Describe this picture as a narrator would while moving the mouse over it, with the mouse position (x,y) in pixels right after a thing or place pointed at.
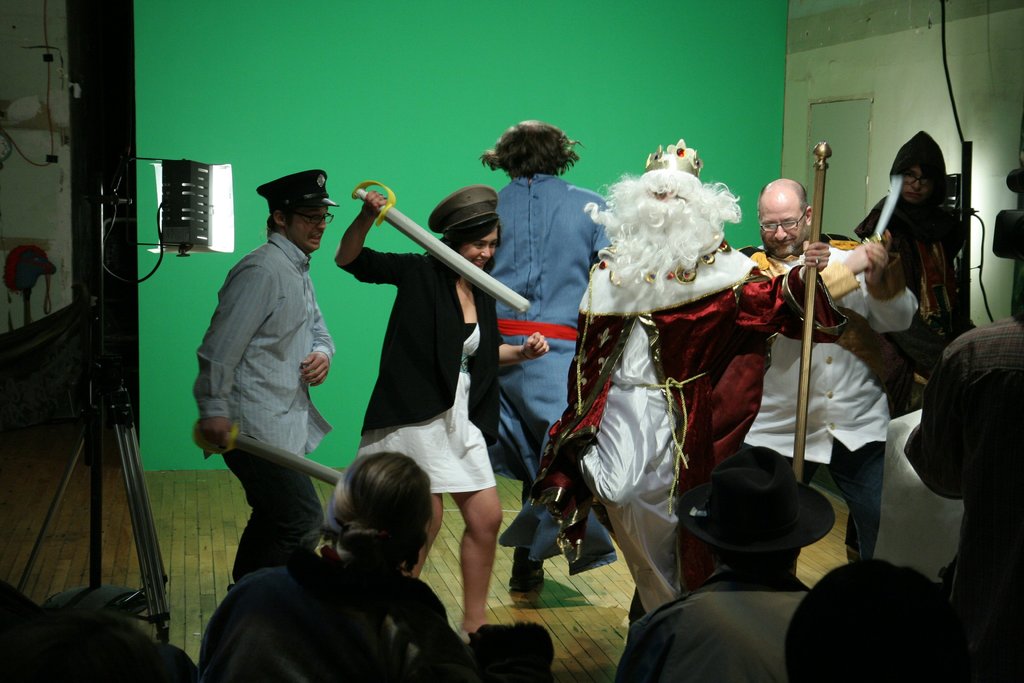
In this image we can see people (553,444) wearing costumes (506,456). In the background of the image (398,136) there is a green color wall (338,109). At the bottom of the image (483,647) there are people (1007,625). At the bottom of the image (567,649) there is wooden flooring (581,660).
